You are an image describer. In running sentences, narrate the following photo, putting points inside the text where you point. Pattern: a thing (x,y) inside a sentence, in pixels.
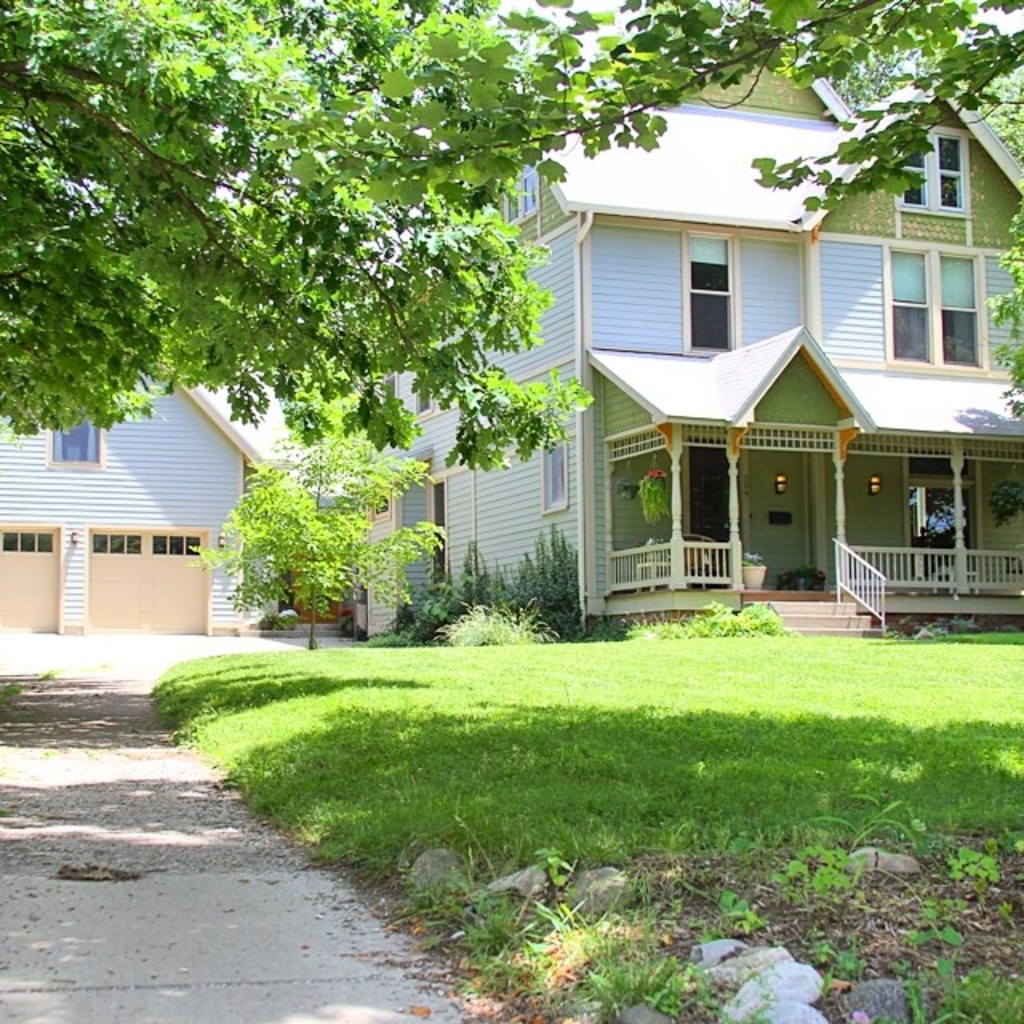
In this image I can see buildings (777,406), doors (704,507) and windows (966,333) of the buildings (934,492) on the right hand side (702,564). I can see trees (283,509), some plants (399,609) and potted plants (651,495). I can see grass (349,859) in the center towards the right hand side of the image (1012,811). I can see road (73,677) in the left bottom corner (309,874). I can see some stones (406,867) and grass (1015,1007) in the right bottom corner (834,944).
